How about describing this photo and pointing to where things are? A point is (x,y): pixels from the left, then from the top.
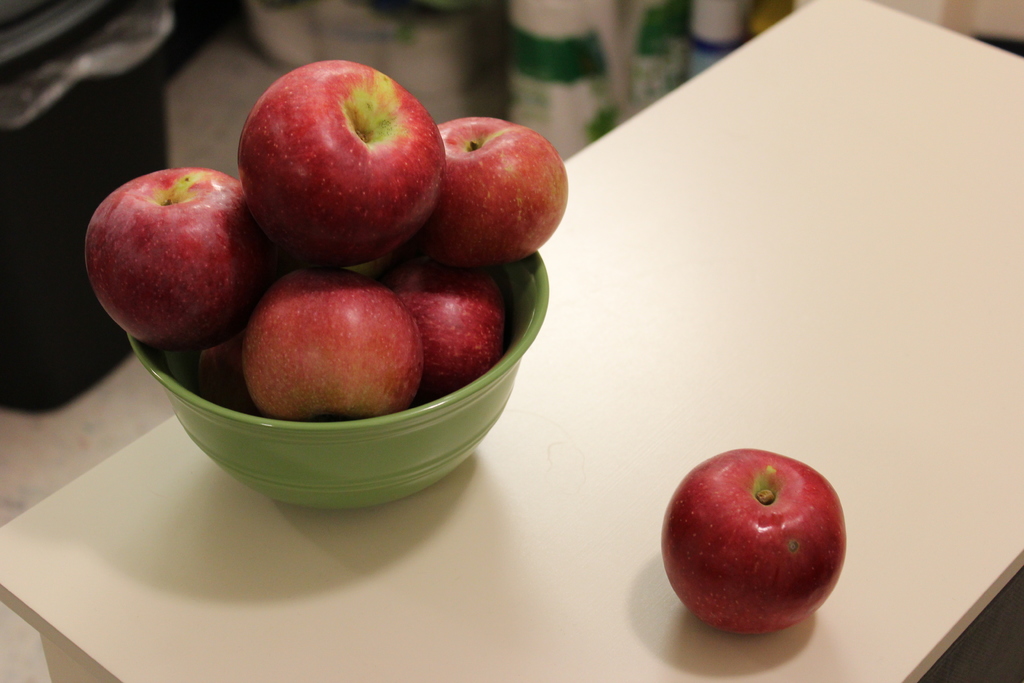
In the center of this picture (406,403) we can see a bowl (502,360) containing apples (307,349) is placed on the top of the table (713,360) and we can see an apple (762,495) is placed on the top of the table (845,175). In the background (695,8) we can see a black color container (68,115) and many other objects (536,58).
